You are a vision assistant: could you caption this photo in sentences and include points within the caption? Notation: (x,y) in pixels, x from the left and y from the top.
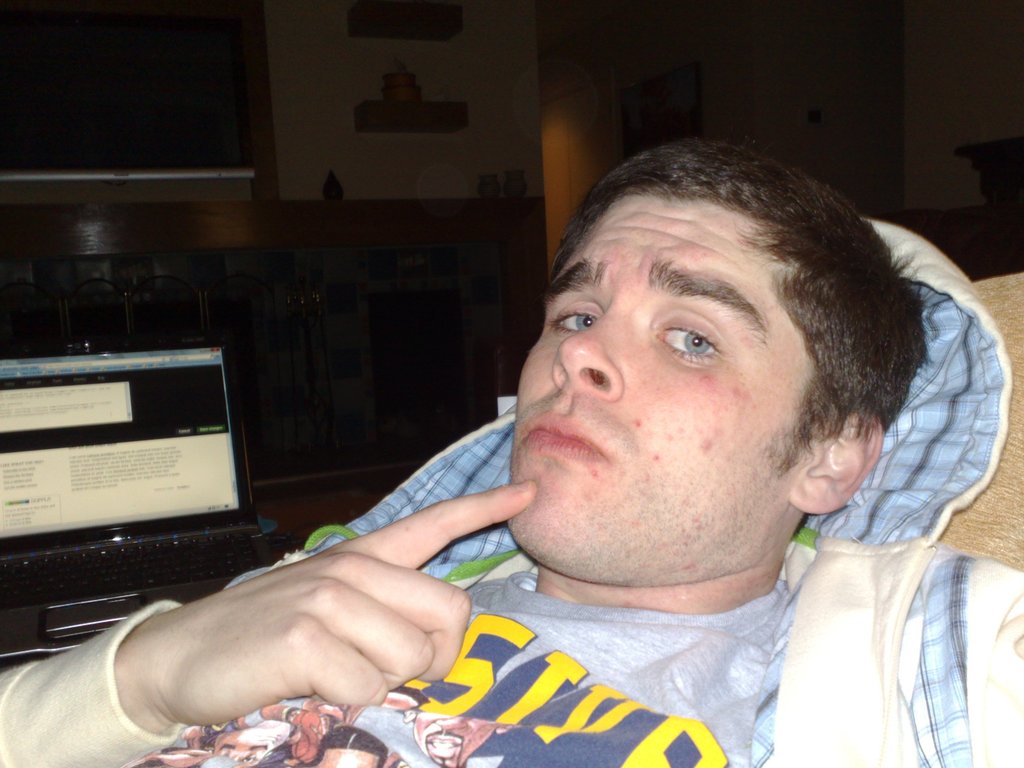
In the image there is a man (646,621) lying. Beside him there is a laptop (172,594). Behind the laptop (16,501) there is a wall (485,127) with cupboards (388,34), television (193,137) and some other things (410,73). In the background (724,92) there is a wall (800,63) with a frame (633,115).
